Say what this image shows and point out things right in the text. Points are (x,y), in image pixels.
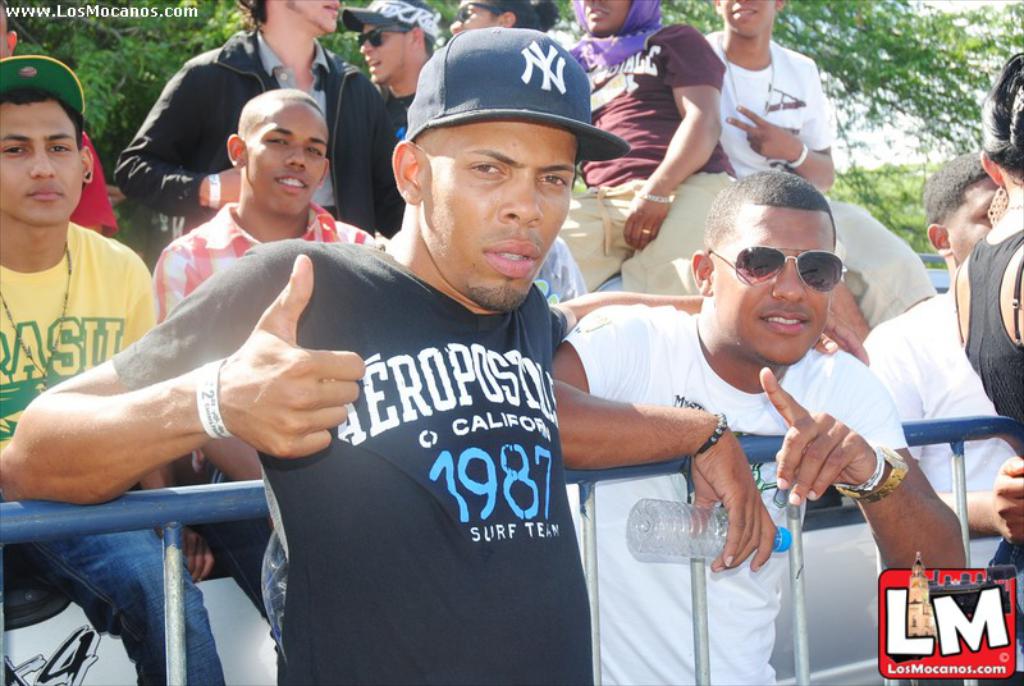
In this image I can see a group of people (648,358) is standing near the fence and a few of them are sitting and also I can see a logo (982,632). In the background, I can see trees (848,129) and the sky (858,144). This image is taken may be during a day.
